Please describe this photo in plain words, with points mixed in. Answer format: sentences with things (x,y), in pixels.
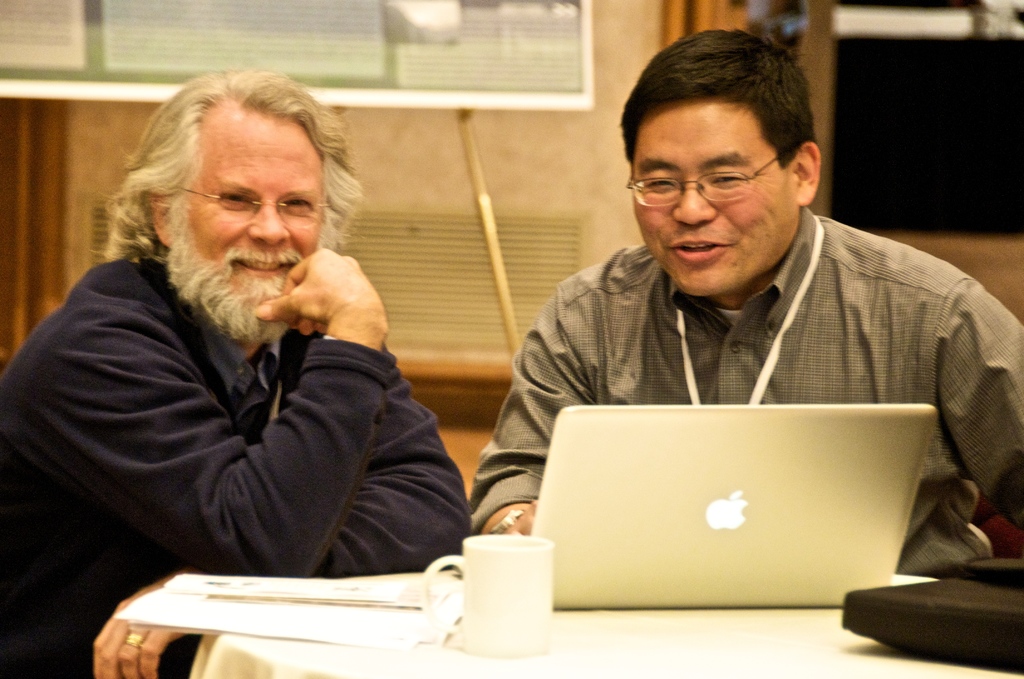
In this picture I can see two men (727,230) are sitting in front of a table (656,647). These men (281,391) are wearing spectacles (310,210). They are also smiling. On the table (719,636) I can see a cup (537,567), laptop (773,567) which has a logo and other objects (350,636) on it. In the background (452,264) I can see a wall (522,162) and other objects (473,74).
